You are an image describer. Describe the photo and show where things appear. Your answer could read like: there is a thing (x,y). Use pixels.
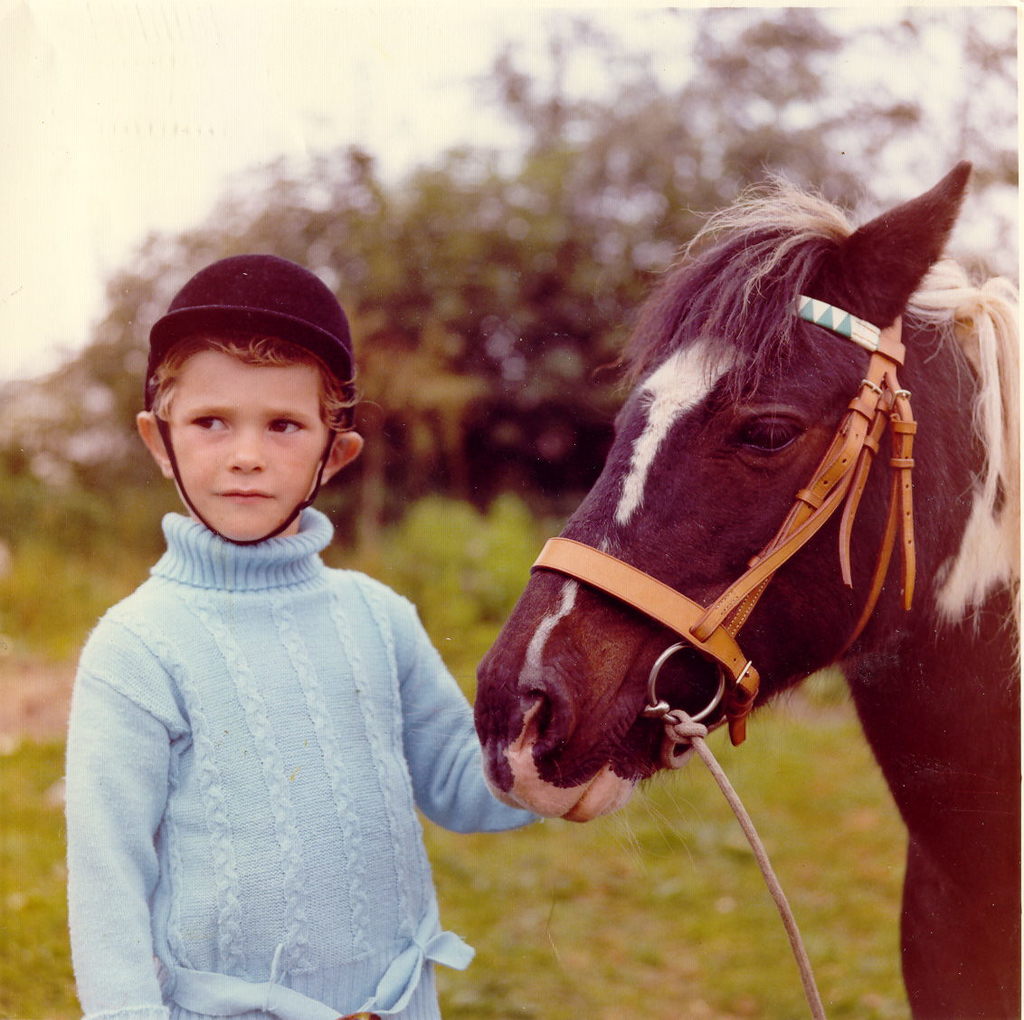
There is a horse (695,530) on the right side (696,499) and the boy (322,718) is standing in left side (317,742) keeping his hand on the horse (575,702). In the background (475,268) there are some tree (453,250).
